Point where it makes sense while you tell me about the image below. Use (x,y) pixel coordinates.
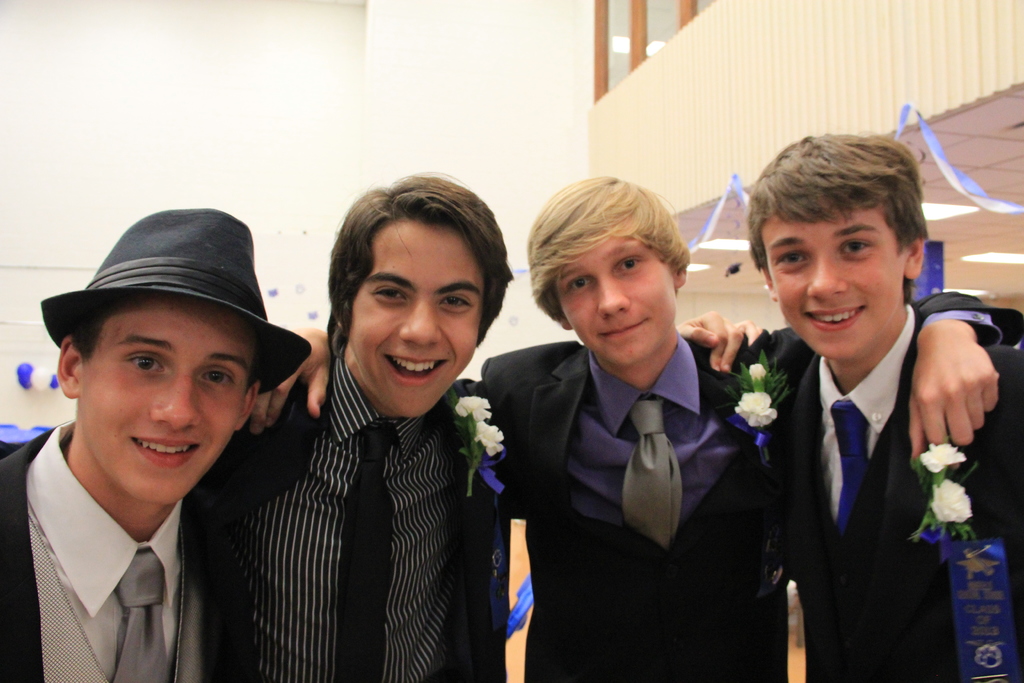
In this image we can see four boys (207,488). They are wearing suits (1002,452). In the background (266,189), we can see wall (333,194), roof (991,158), lights (711,243) and ribbons (941,150). It seems like a railing (642,27) at the top of the image (603,14). We can see balloon (41,379) on the left side of the image (26,377).
